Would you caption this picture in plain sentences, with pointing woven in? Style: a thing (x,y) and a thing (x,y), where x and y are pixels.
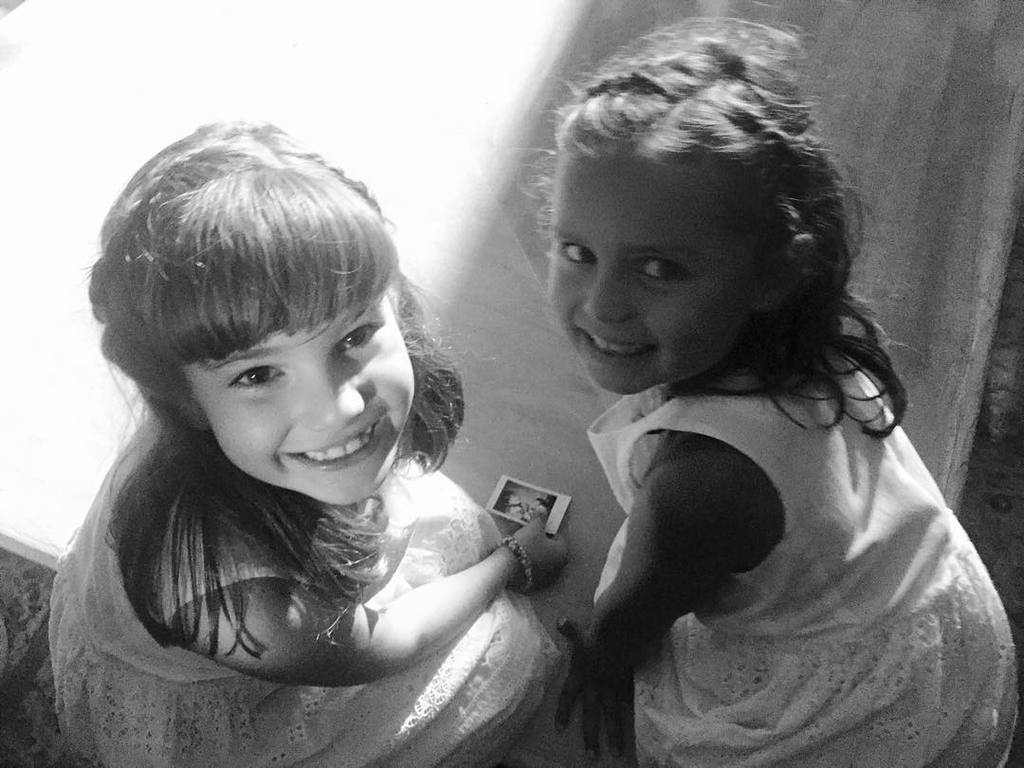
In the picture we can see two girls (788,311) are sitting and smiling and one girl (116,309) is holding something in the hand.
